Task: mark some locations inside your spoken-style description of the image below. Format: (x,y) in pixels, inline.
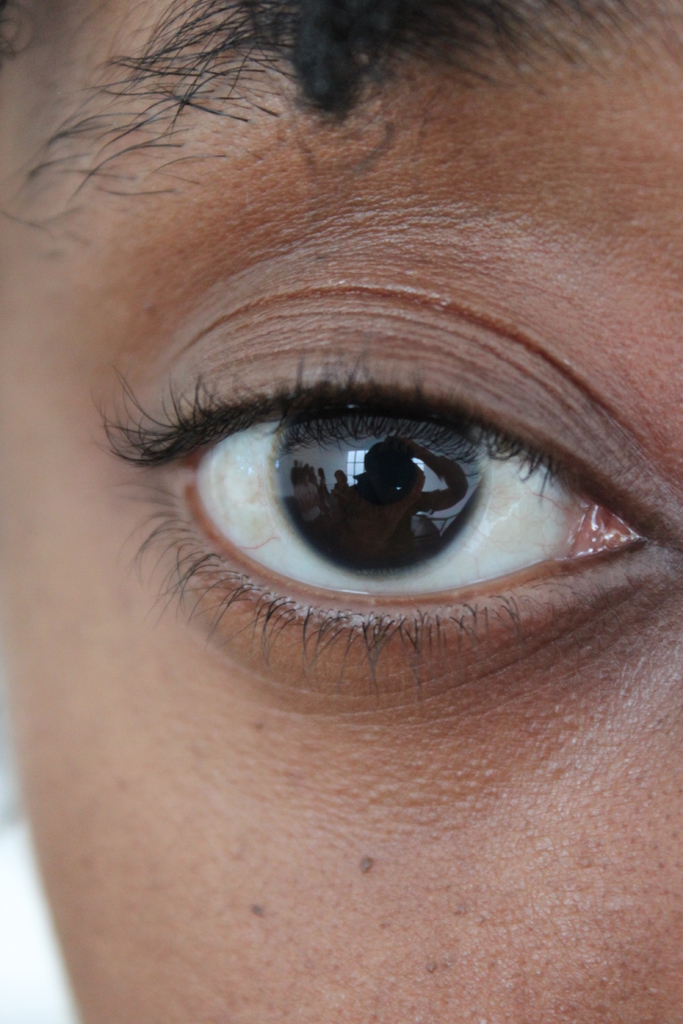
In this picture I can see a human eye (354,485) in the middle (394,539), at the top (499,32) there are eyebrows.
